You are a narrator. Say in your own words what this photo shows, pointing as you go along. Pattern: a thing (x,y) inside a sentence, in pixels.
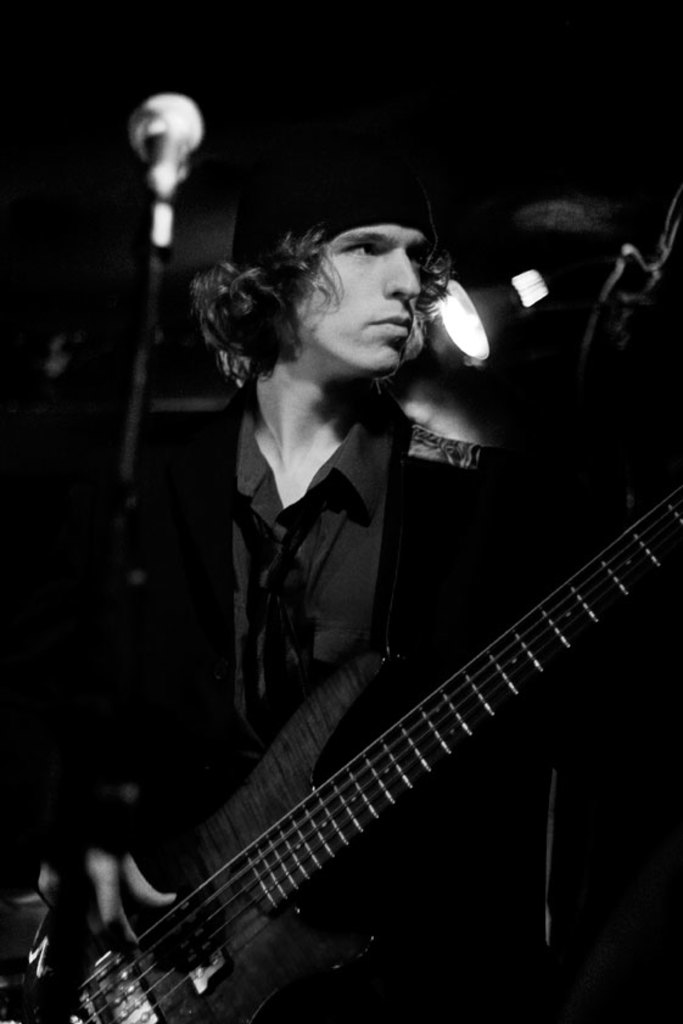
In this image i can see a person (152,659) holding a guitar (135,976) on his hand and wearing a black color jacket (169,538) and there is a light (469,334) on his back ground (479,340).
